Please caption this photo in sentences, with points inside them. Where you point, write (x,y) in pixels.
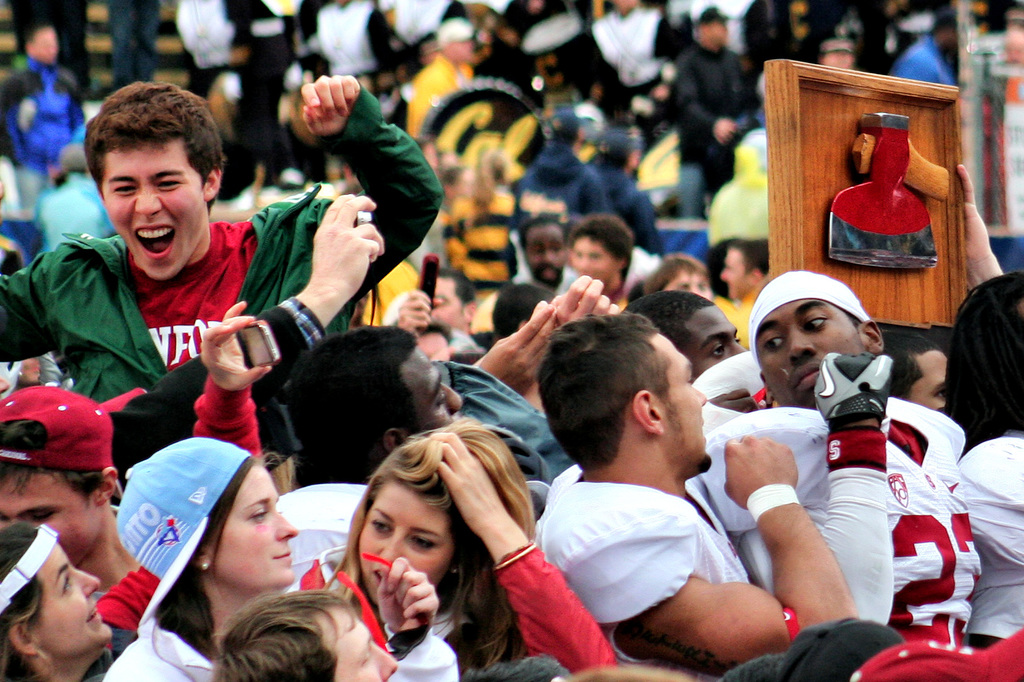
In this image, we can see a few people (510,476). Among them, some people (469,417) are holding objects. We can also see a wooden object (932,293).
